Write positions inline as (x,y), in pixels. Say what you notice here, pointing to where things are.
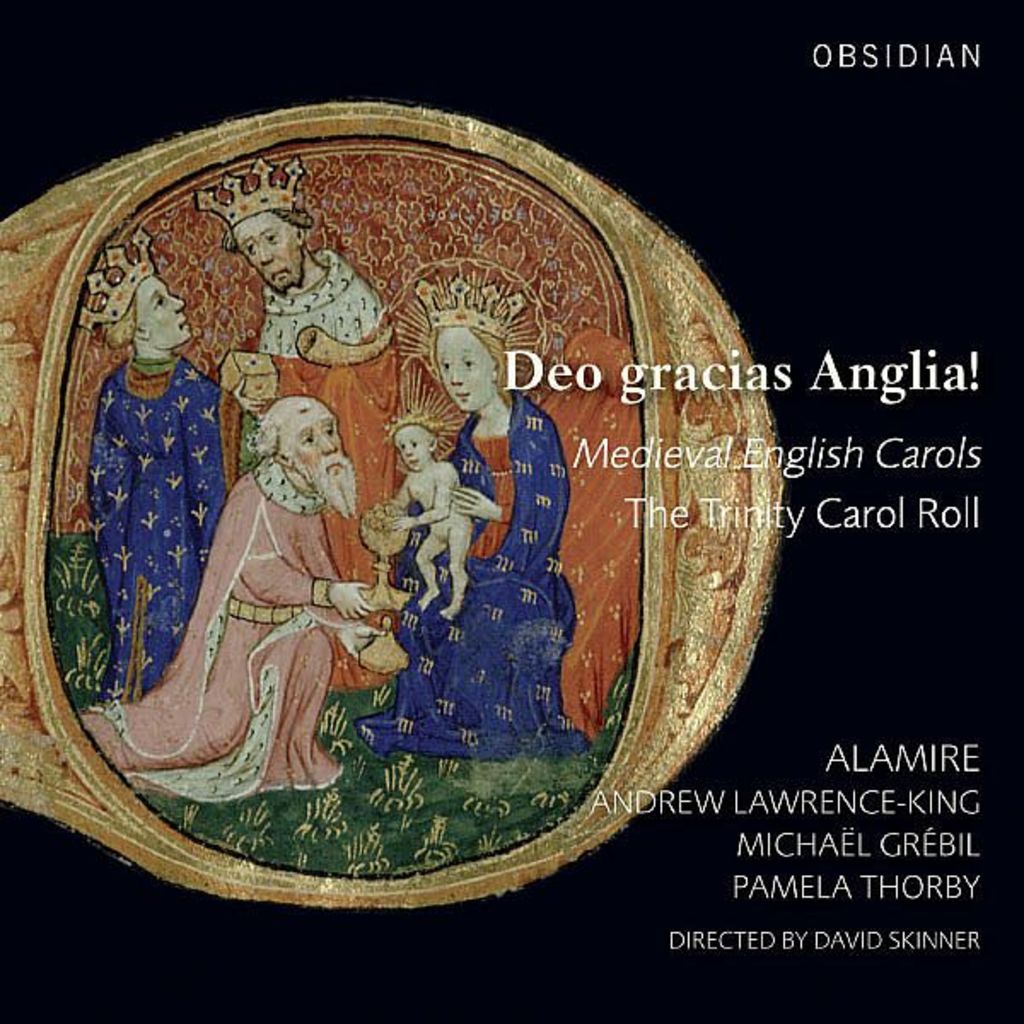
In this image we can see there is a painting (390,570) of four people (243,488) and a kid (441,552), beside that there is some text (878,884).
